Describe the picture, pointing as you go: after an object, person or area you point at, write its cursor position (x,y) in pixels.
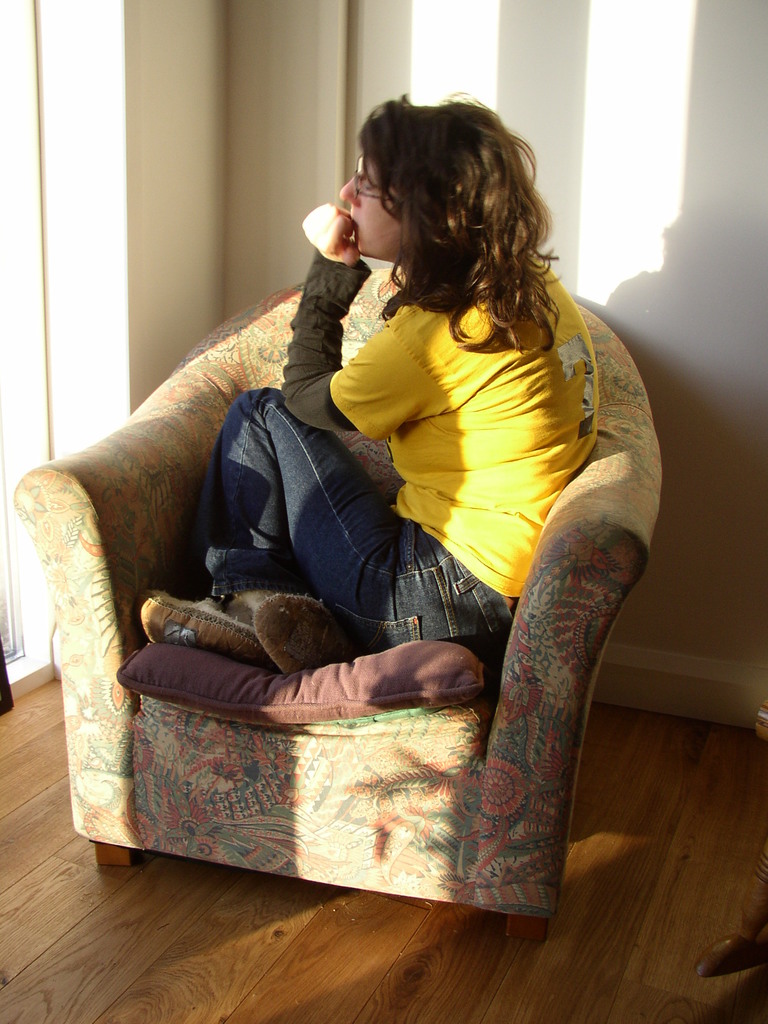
In a picture a person (503,594) is sitting on a chair (308,827) with a cushion (412,683) on it there is a wall (369,34) near to him.
